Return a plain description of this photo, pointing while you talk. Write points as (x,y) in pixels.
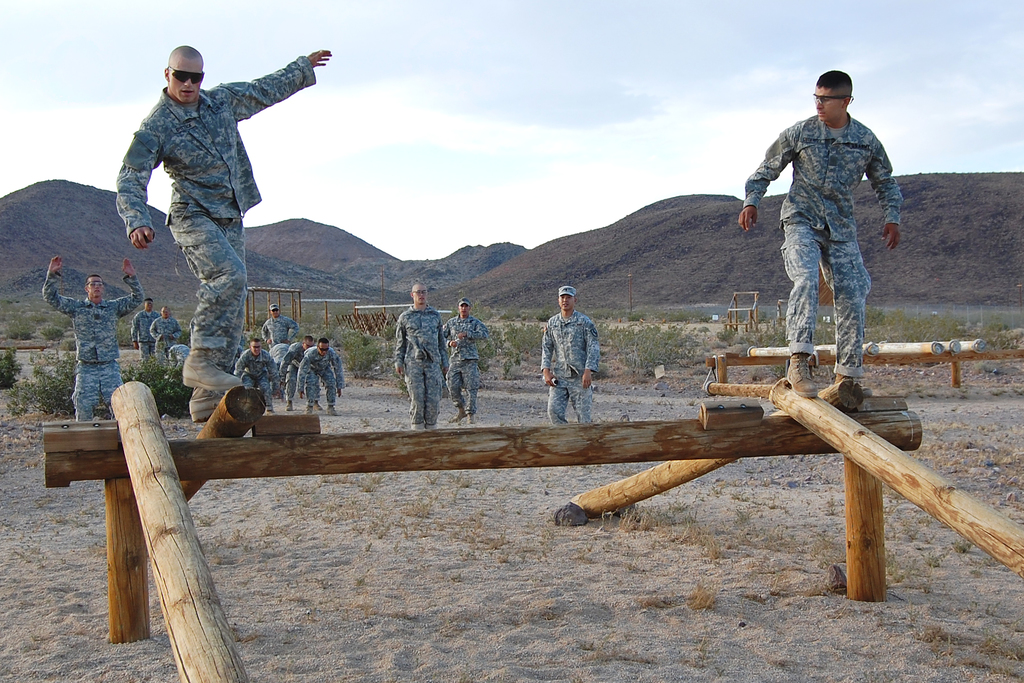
In this image I can see number of people (200,174) where in the front (253,410) I can see two of them are standing on wooden things (259,428) and in the background (310,356) I can see most of them are standing on the ground (511,375). I can also see all of them are wearing uniforms (214,328). In the background (495,337) I can also see few plants (387,354), few more wooden things (375,325), hills (600,292), clouds (443,243) and the sky (574,84).
